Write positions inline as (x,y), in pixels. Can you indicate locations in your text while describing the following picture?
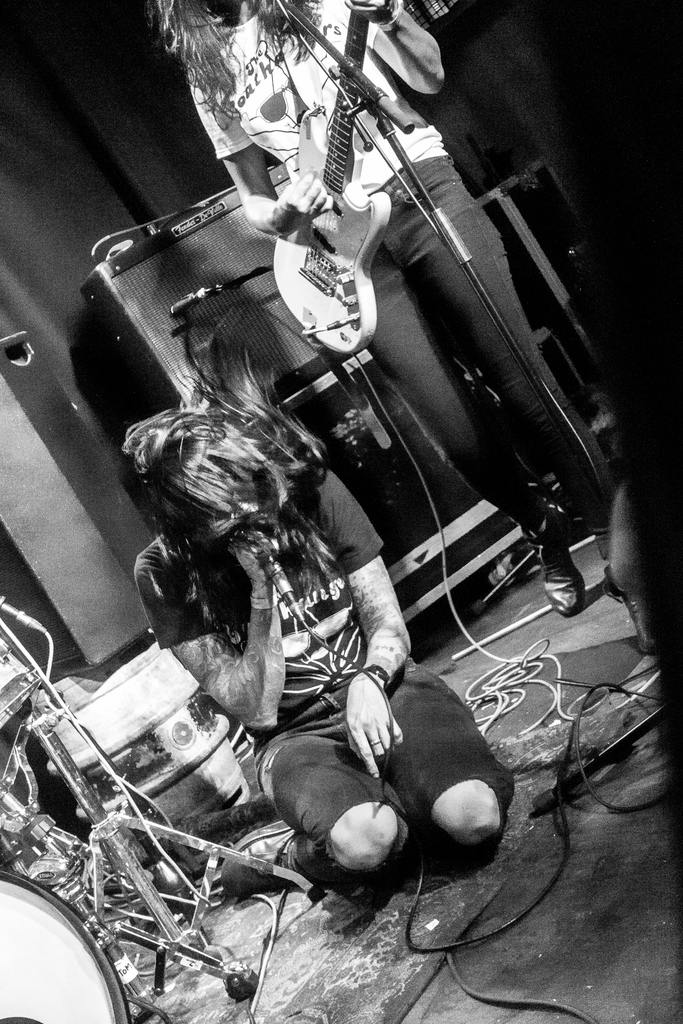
This is a black and white image. I can see a person (401,781) kneeling on the floor (514,881) and holding a mike (278,563). There is another person (547,416) standing and playing a guitar (333,232). At the bottom of the image (132,886), there are cables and few other objects (79,805). I can see a mike stand (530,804) and there are amplifiers (233,357) and speakers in the background (288,350).
